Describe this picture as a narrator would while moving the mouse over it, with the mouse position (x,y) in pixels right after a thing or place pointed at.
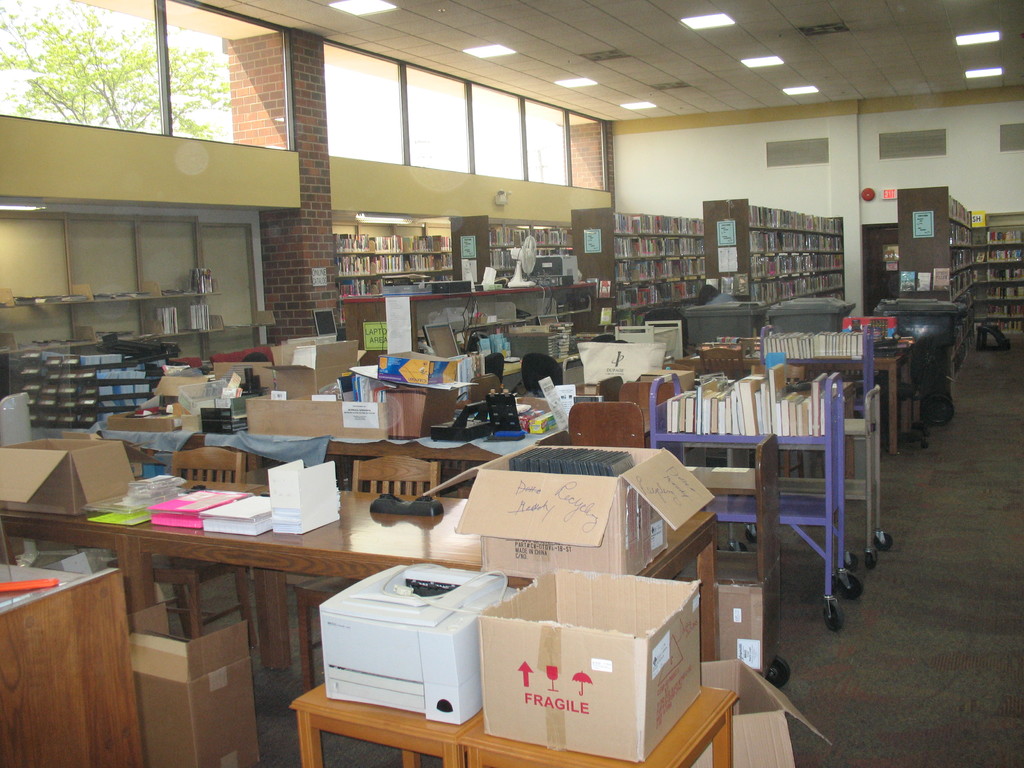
This is the picture of the place where we have a lot of things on the shelf (480,268) and some things (353,409) on the desk (382,523).
